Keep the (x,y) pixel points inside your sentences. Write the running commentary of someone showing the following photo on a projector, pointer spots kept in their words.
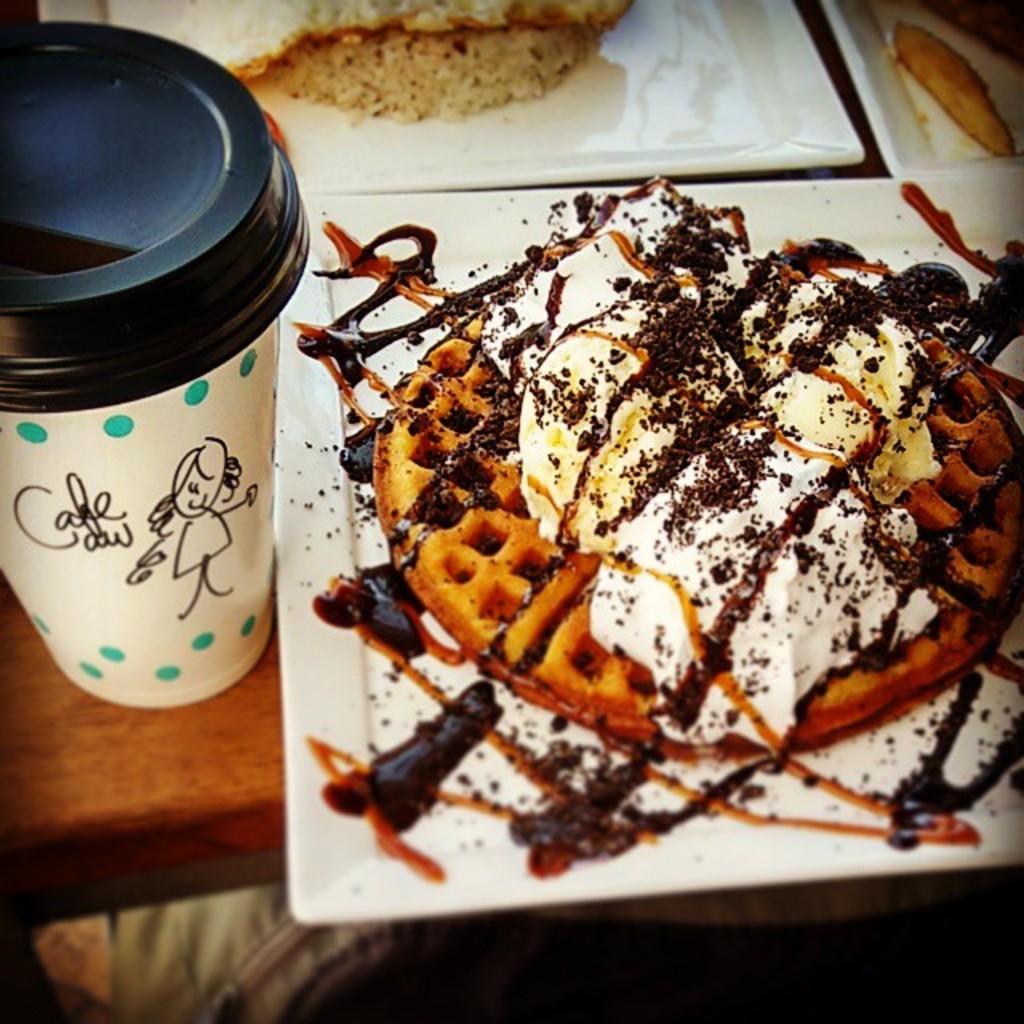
In this picture there are few eatables (418,27) placed in white plates (524,145) and there is a paper cup (121,495) in the left corner (124,505).
